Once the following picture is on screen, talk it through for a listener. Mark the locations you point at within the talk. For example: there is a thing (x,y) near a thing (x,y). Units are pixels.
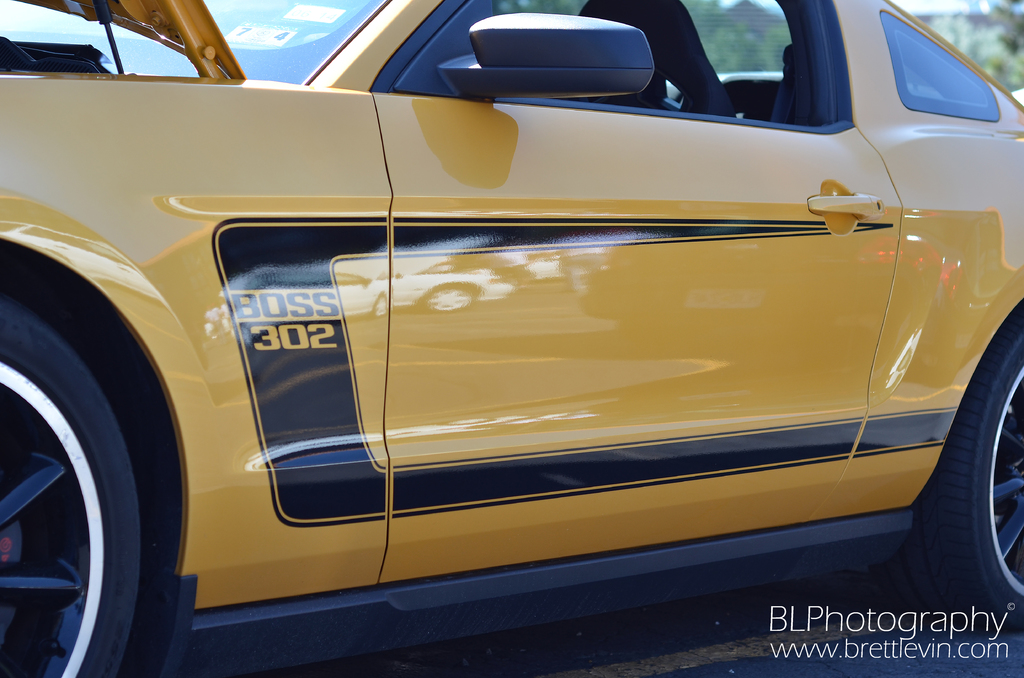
In this picture there is a car (450,405) on the road (642,643). On the top right corner (1018,74) we can see building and trees (1004,74). On the bottom right corner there is a watermark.
